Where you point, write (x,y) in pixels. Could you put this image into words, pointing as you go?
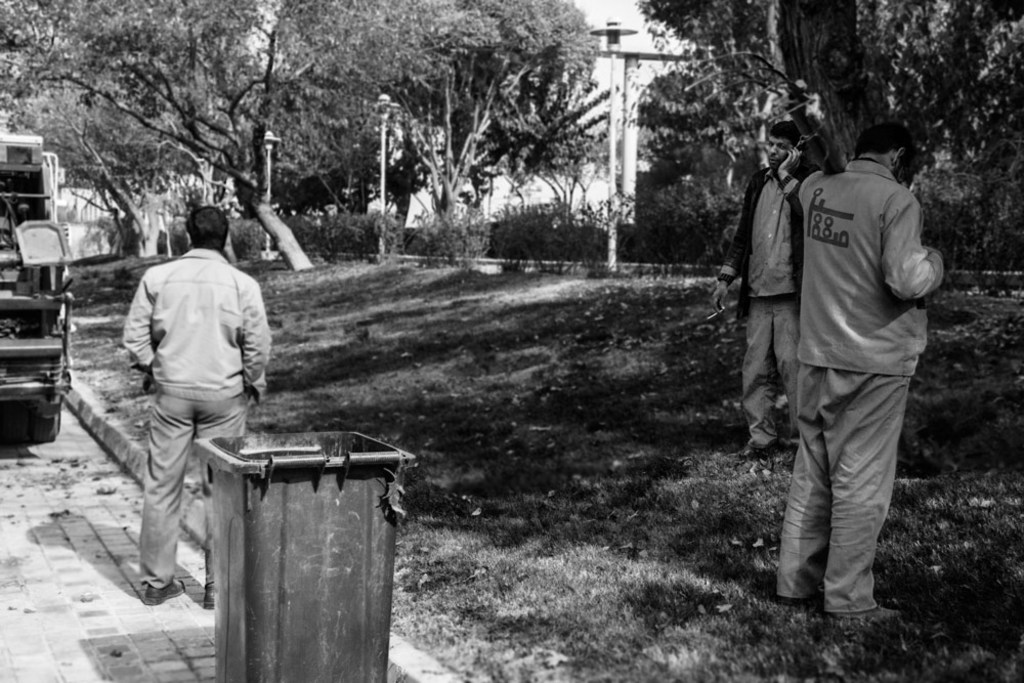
In this image at the bottom (139,548) there is a walkway (120,515) and some grass (476,445) and plants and also there are some people (147,318), in the foreground (290,545) there is one dustbin (304,577). On the left side (37,270) there is one vehicle (58,228) and in the background (297,130) there are some trees (566,112) and poles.
